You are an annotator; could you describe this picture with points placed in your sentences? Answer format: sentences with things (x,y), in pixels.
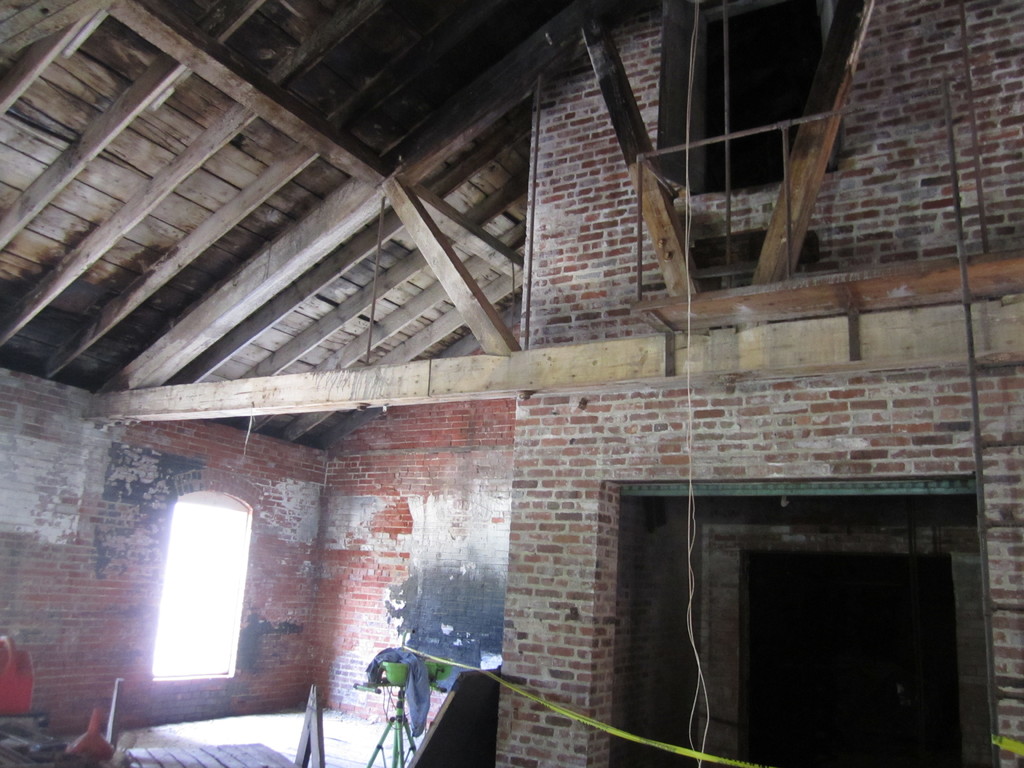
In this image we can see window (220,562), roof (452,260), brick walls (69,500) and things (28,703).
